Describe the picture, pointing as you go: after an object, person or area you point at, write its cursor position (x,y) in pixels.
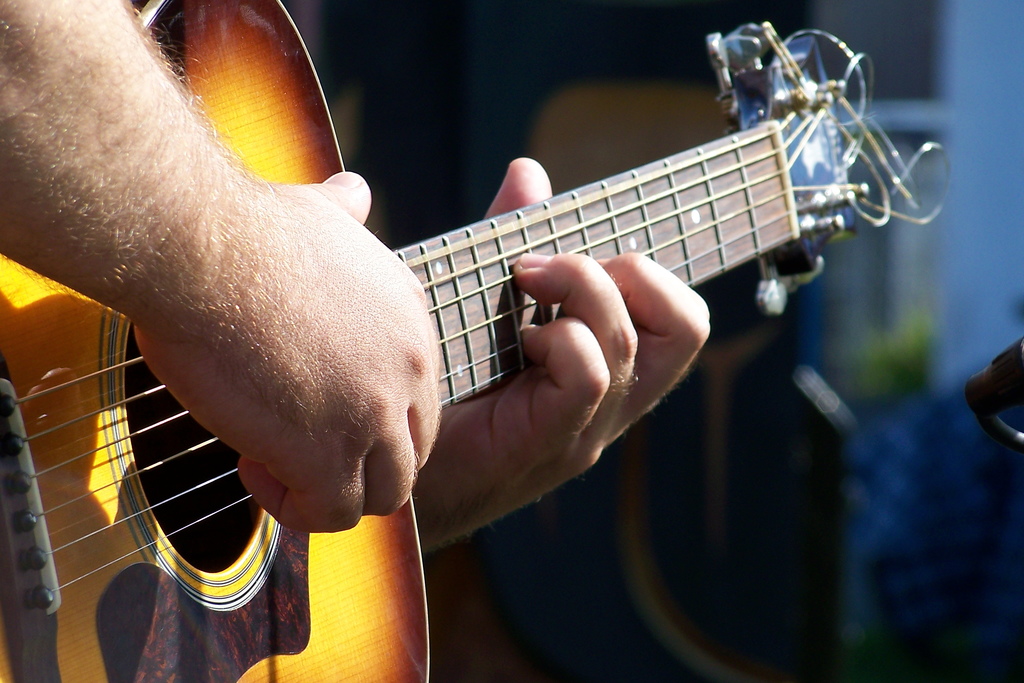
A person (159,206) is playing a guitar (479,272).
